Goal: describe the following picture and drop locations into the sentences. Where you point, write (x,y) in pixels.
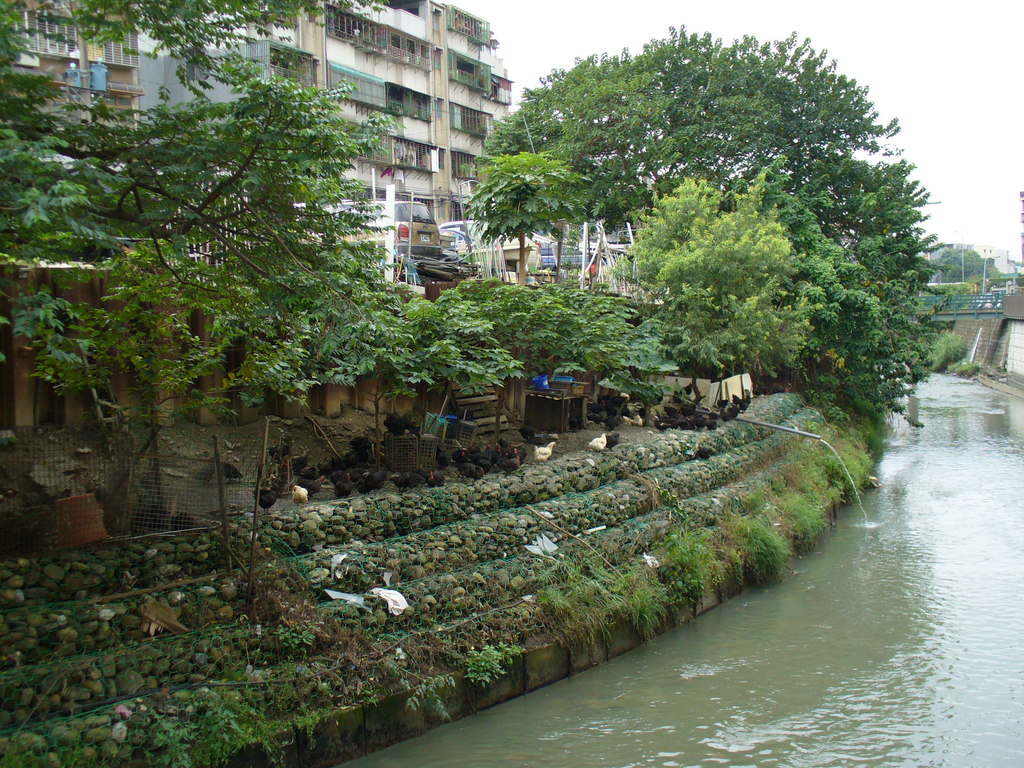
In this picture we can see the sky (865,41). On the left side of the picture (199,141) we can see the buildings (429,47), trees (792,334), birds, fence (26,448) and some objects (753,420). On the right side of the picture (1005,339) we can see the poles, railing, wall (989,327) and the water (877,581).
